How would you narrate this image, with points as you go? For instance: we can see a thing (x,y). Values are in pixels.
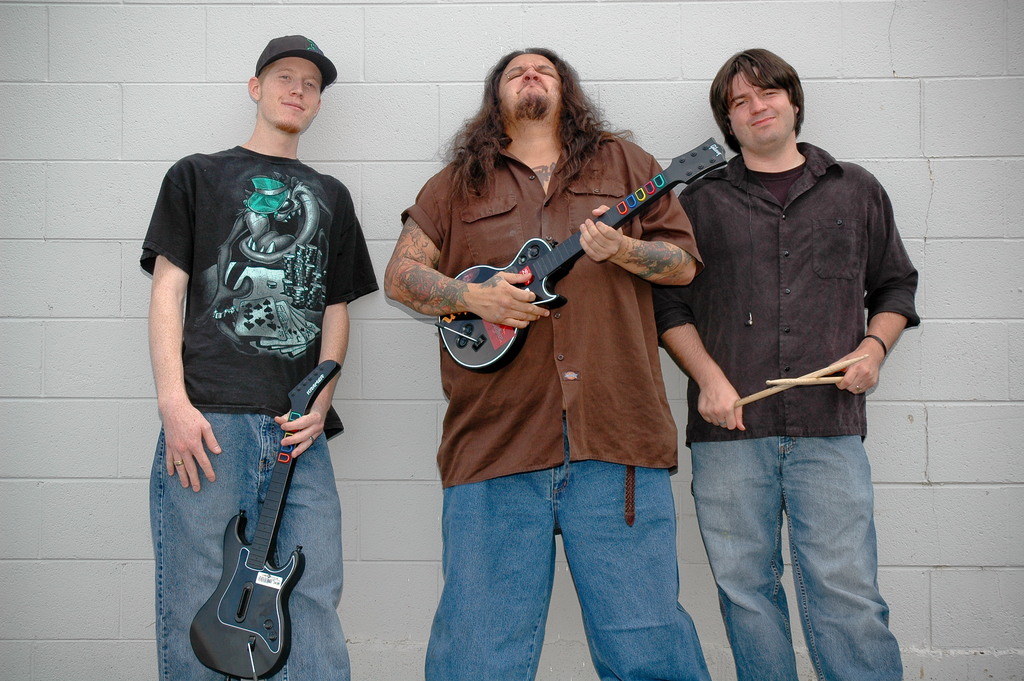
In the middle of the image (543,341) a man (467,286) is playing guitar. Right side of the image (743,289) a man (756,269) is holding drum sticks (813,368). Left side of the image (205,282) a man (285,63) is holding guitar (232,615). Behind them there is a wall (458,71).
